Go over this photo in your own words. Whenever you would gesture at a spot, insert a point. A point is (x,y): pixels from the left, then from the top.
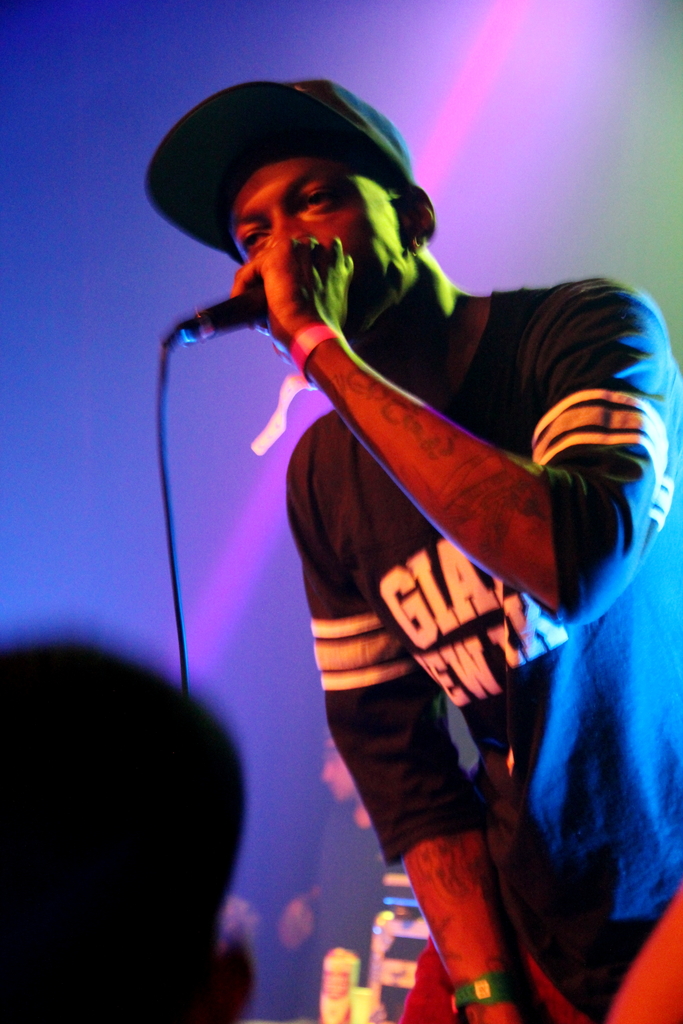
Here in this picture we can see a person (426,596) standing on a stage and singing something in the microphone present in his hand (288,340) and he is wearing cap (354,126) on him and we can see people (351,843) standing behind him over there.
